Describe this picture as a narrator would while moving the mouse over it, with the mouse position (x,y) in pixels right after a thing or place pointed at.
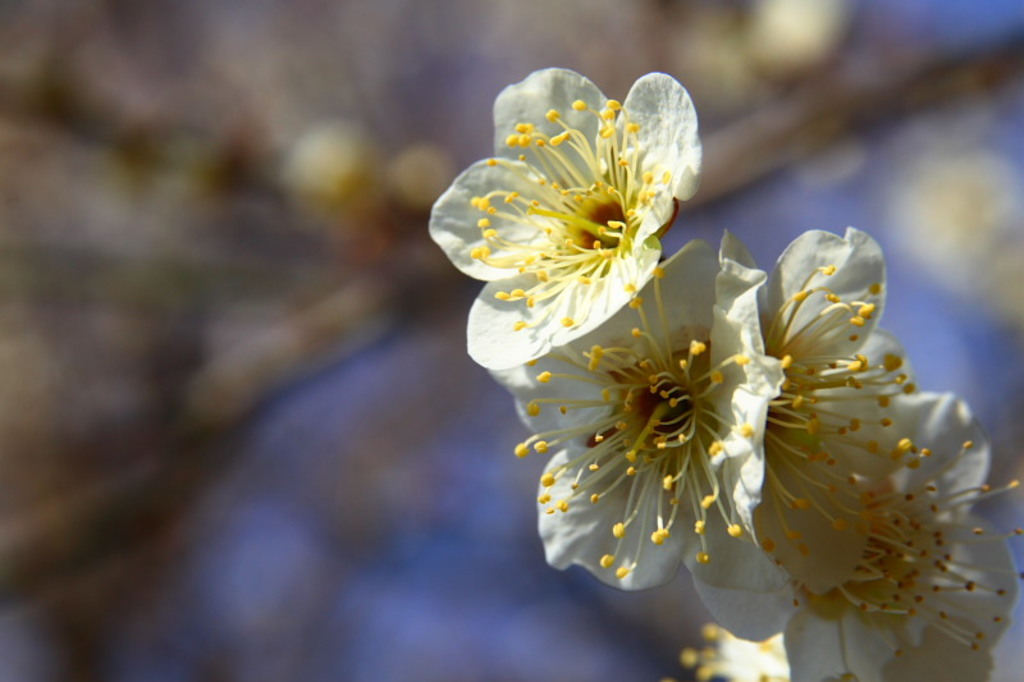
On the right side (816,567), there are white color flowers (664,284) of a tree (943,534). And the background (152,486) is blurred.
